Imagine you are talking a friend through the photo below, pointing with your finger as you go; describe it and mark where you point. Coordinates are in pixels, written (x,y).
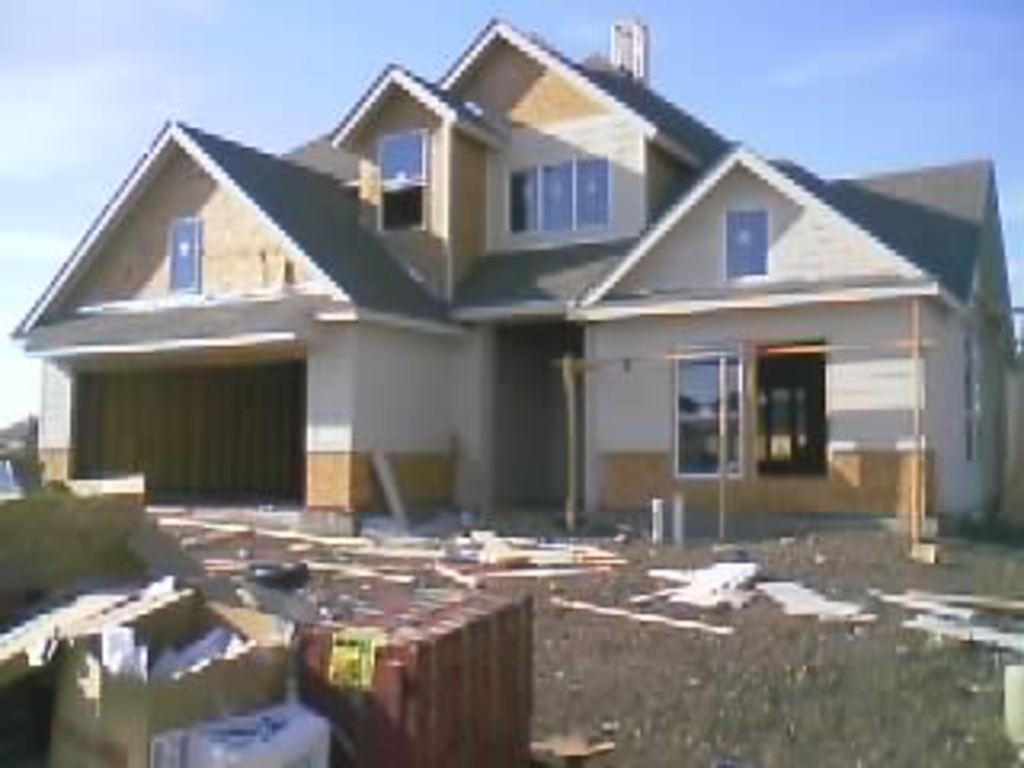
There are cartons (277,621) and other items (307,660) at the left (301,660). There is a building (621,401) at the back (298,467).
